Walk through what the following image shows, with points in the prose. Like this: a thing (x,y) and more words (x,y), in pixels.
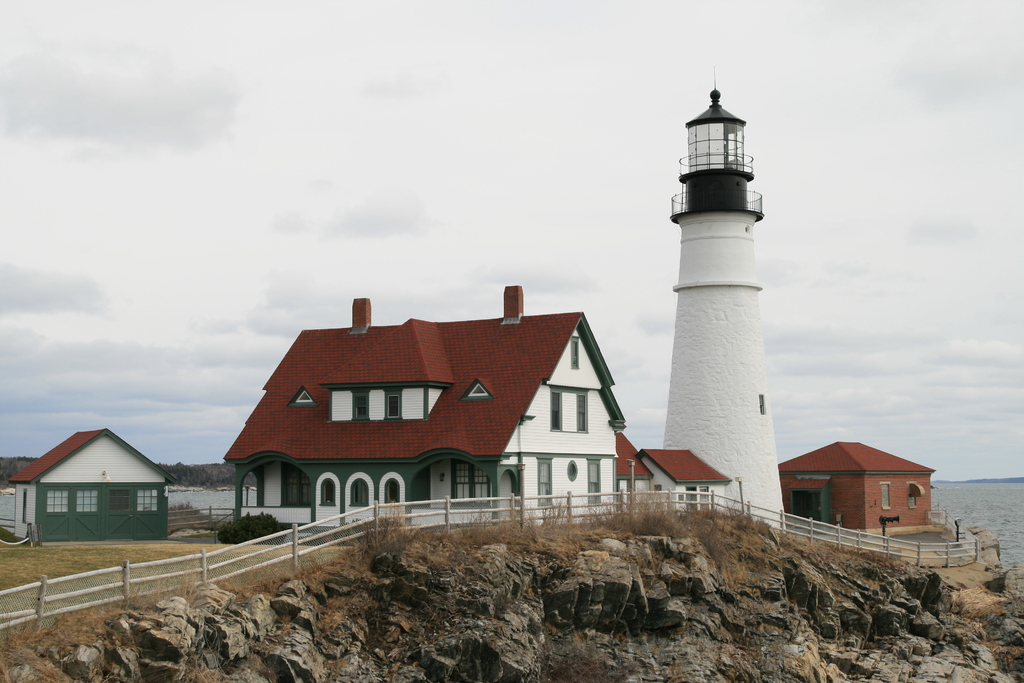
In this image, I can see the houses (115,491), fence (253,540), plants (469,550) and a lighthouse (711,454) on a hill (801,651). On the right side of the image (979,514), there is water (969,495). In the background (328,325), I can see the sky (574,120).
